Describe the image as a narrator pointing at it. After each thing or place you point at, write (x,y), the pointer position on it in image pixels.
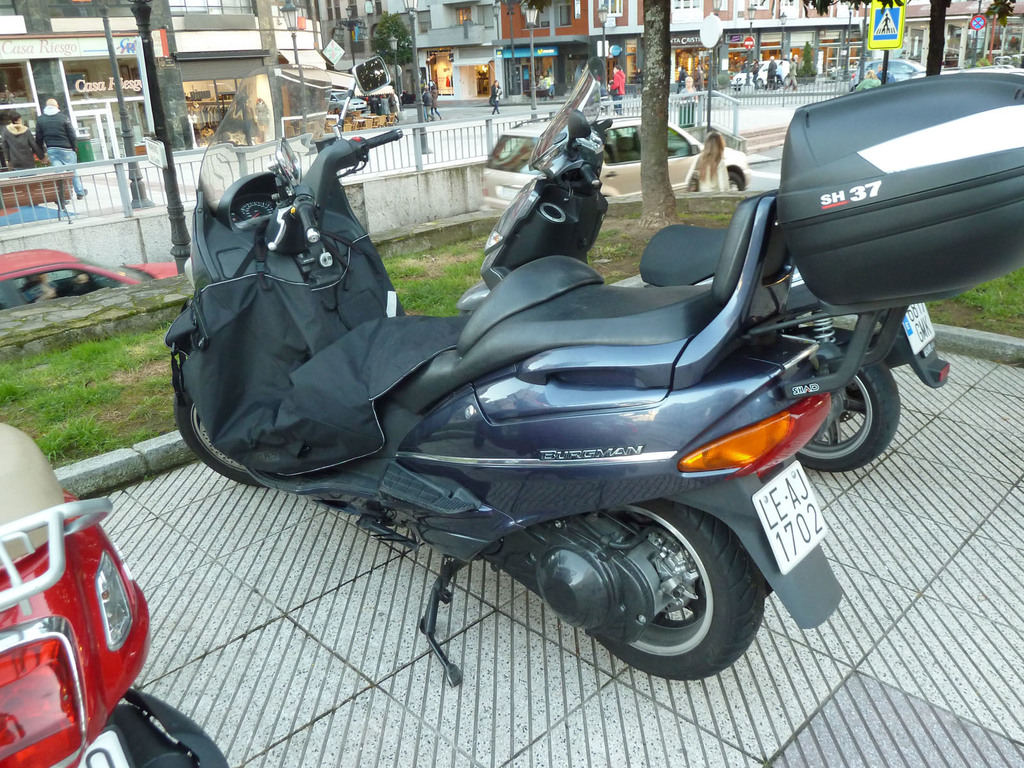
In the image, there are few vehicles (438,370) parked in the parking area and in front of the parking area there is some grass (981,294) and on the right side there is a tree (651,90), in front of the grass (108,355) there is a road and vehicles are moving on the road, behind the road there are many stores (525,54). Few people (63,128) are walking beside those stores (615,39) and there are two caution boards (890,26) attached to the pole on the right side (899,16).
